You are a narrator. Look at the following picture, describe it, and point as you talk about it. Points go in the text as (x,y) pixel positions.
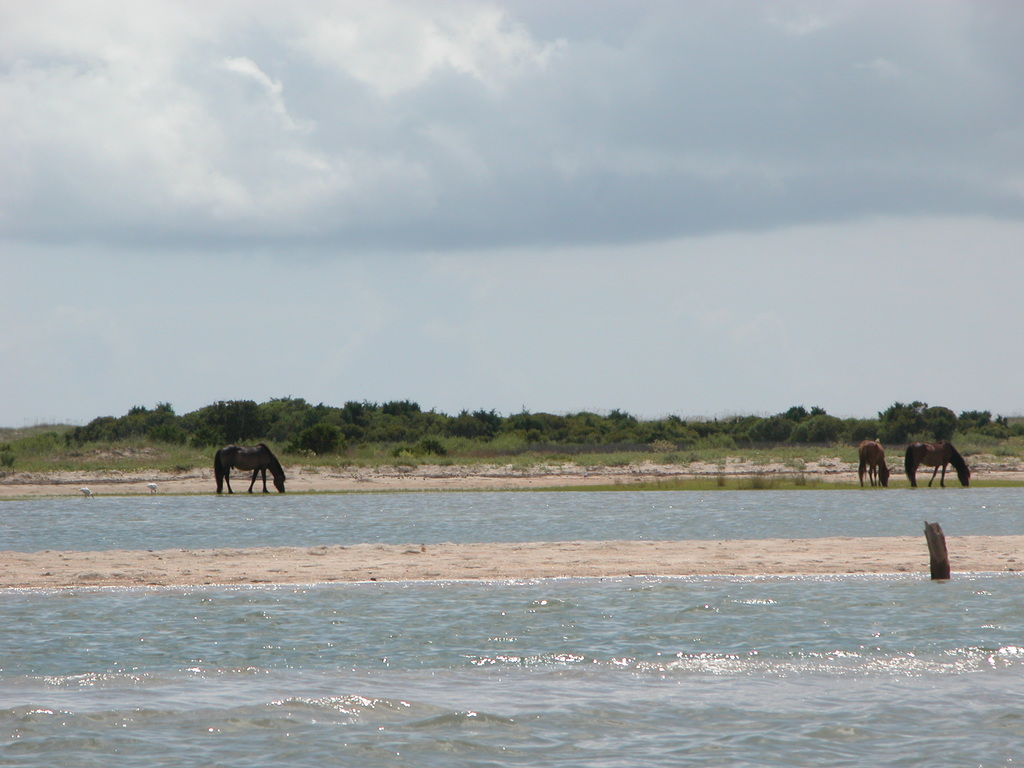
In this image I can see the water (646,618) and the sand (568,555). To the side of the water (599,525) I can see few animals (264,488) which are in black and brown color. In the background (591,432) I can see the trees (400,418), clouds (743,186) and the sky (472,68).
